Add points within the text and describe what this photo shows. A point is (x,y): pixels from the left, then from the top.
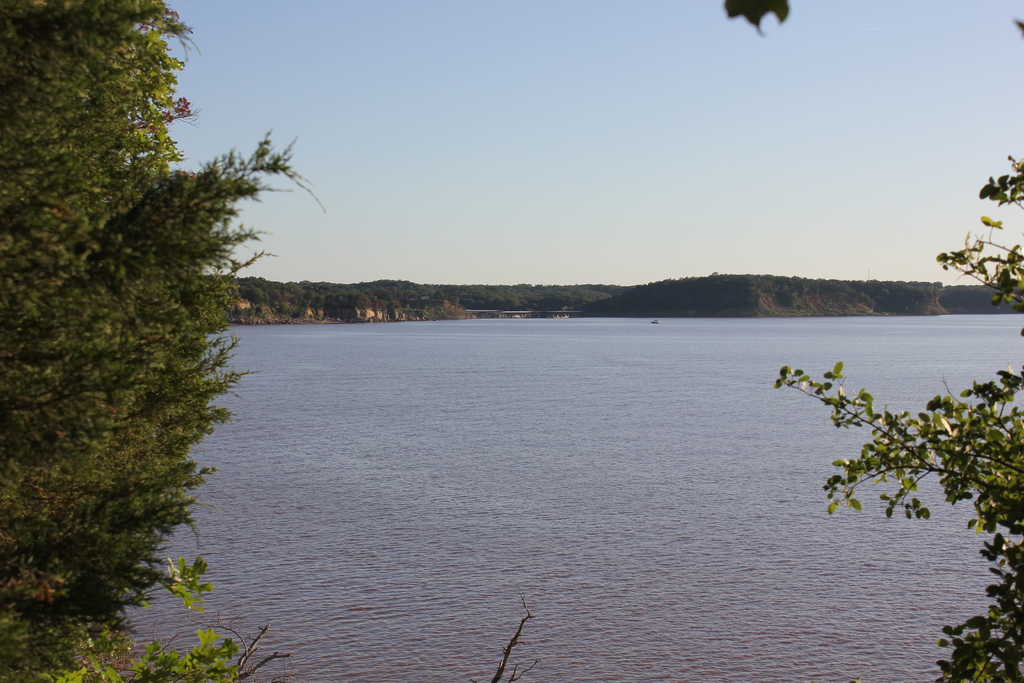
In the picture we can see some plants (88,526) on the both the side and behind it, we can see a lake (520,579) and far away from it, we can see hills (455,301) covered with plants (691,304) and trees (678,302) and behind it we can see a sky (621,202).
